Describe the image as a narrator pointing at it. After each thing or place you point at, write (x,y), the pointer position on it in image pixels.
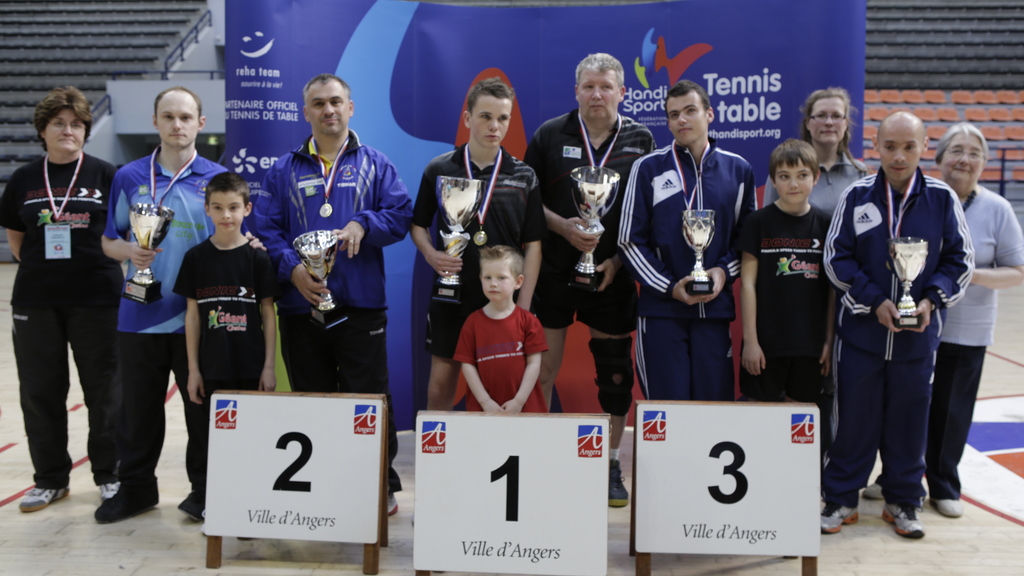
There are many people (610,150) standing and out of them, six men (302,290) are holding world cups (595,190) in their hands (449,265). Behind them, we see a blue banner (432,73) with some text (630,113) written on it. Beside that, we see rows of orange stadium seats (977,114). On the left side (101,53), we see a staircase (70,33). At the bottom of the picture (526,488), there are three white boards (513,432) with numbers (518,514) written on it.
